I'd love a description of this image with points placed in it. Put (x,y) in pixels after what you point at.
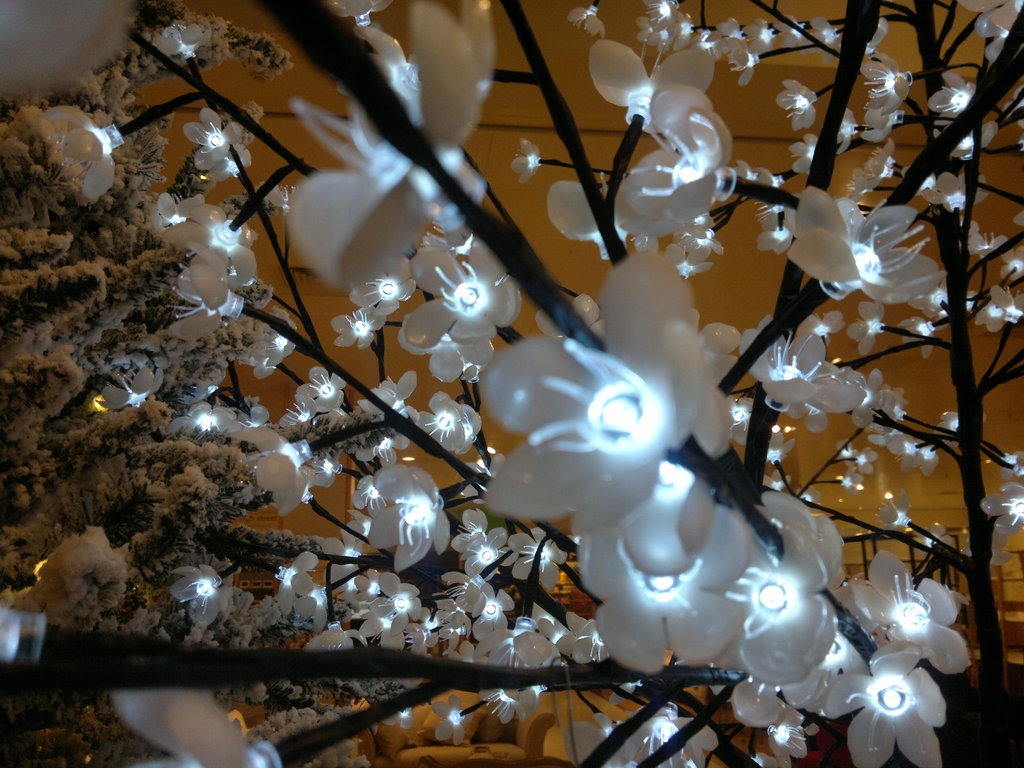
In this image we can see there is a tree (539,413). On the tree (544,448) there are some flower lights (591,468).
